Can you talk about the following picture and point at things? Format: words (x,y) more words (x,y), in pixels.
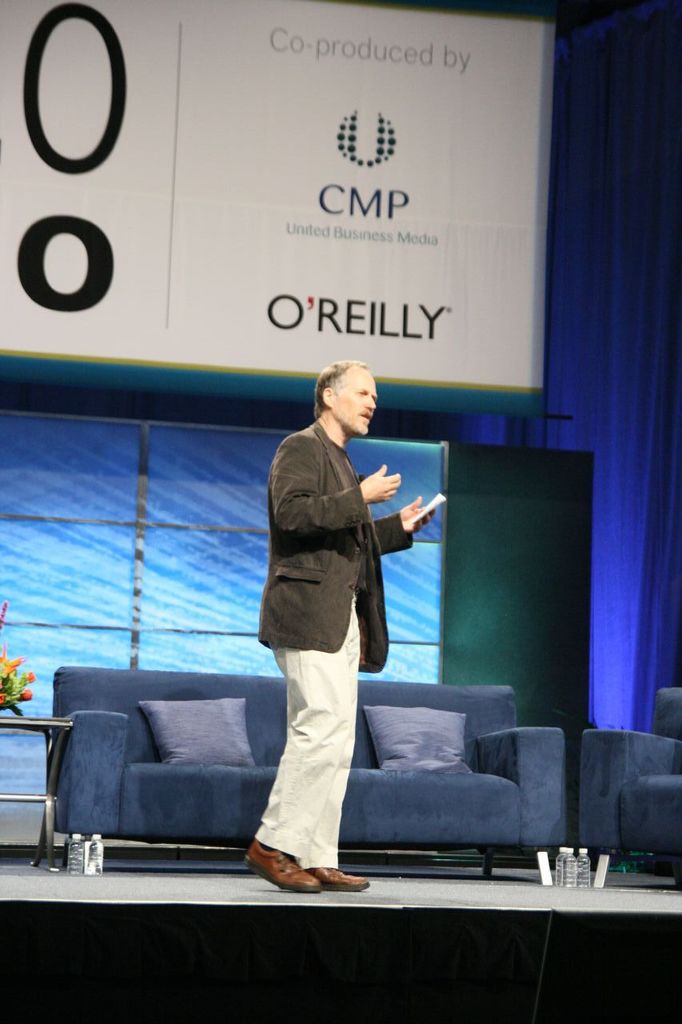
As we can see in the image, there is a banner (244,67), a man (340,413) standing over here and behind him there is a sofa (267,697) and pillows (194,707).
